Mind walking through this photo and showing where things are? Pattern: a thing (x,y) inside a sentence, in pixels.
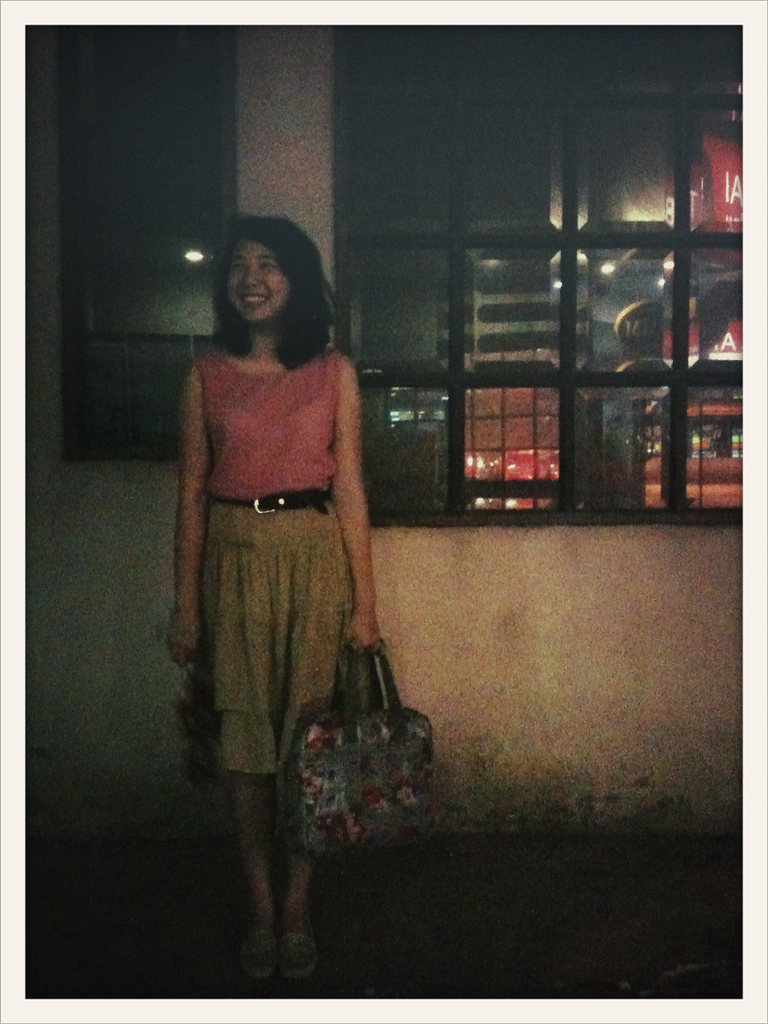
This image is taken outdoors. In the background (338,174) there is a building (508,419) with a wall (135,476) and windows (574,402). In the middle of the image (301,396) a woman (235,459) is standing on the floor (273,913) and she is holding a handbag (342,709) in her hand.
